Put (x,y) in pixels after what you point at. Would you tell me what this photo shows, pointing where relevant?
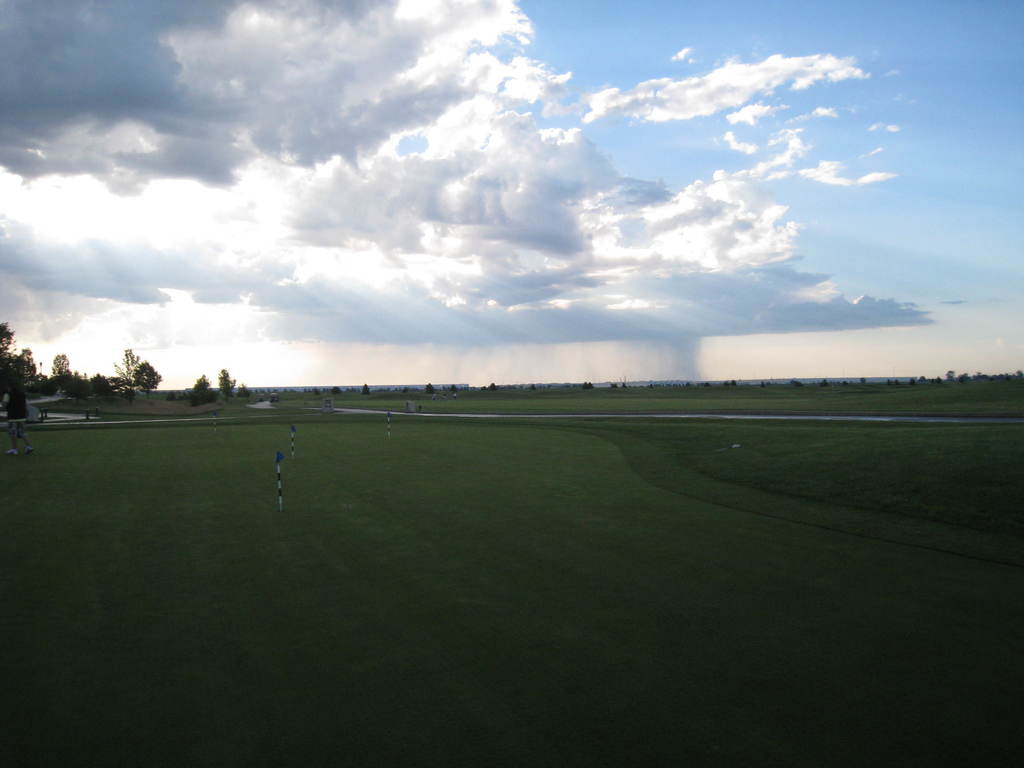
In this image we can see a group of poles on the ground (526,549), a group of trees (0,330) and in the background (312,243) we can see the cloudy sky (413,244).
